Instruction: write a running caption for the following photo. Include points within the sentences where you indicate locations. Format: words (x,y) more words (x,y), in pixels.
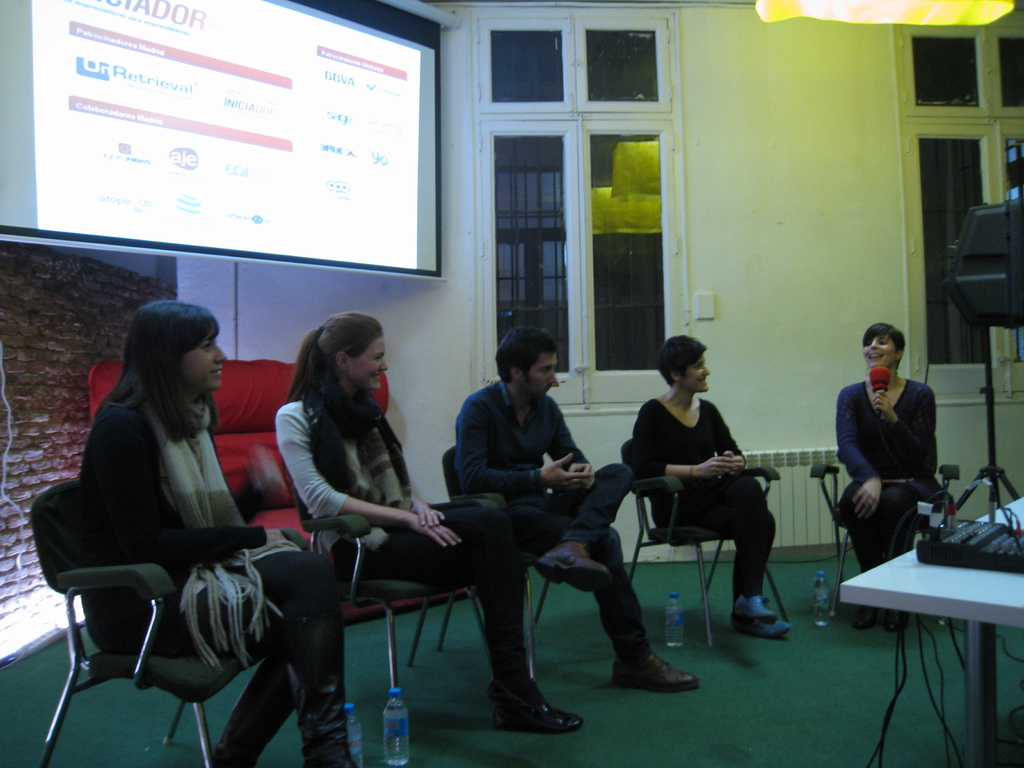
In this picture we can see five people (277,619) sitting on chairs (490,494) one man (522,450) and four women (387,559), the woman (889,403) on the right side (877,404) is holding mic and she is smiling, on the left side of the image (61,70) we can see a projector screen (165,137) and, in the bottom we can see a brick wall (85,340), in the background (757,303) we can see a wall (776,300) and glass window (648,240), on the right side of the image (968,580) we can see a table (981,580), in the bottom (828,595) there are some of the bottles (816,601) here.
